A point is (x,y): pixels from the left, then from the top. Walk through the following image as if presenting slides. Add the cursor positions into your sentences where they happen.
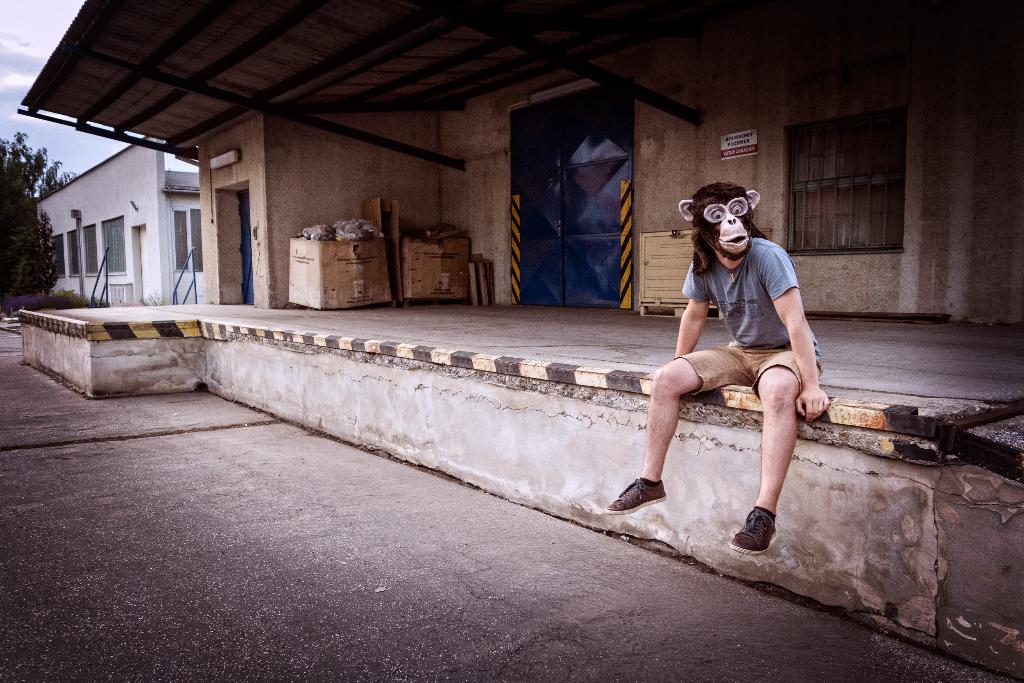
In this picture I can see a man (668,403) is sitting and he is wearing a mask (711,241) on his face (714,236) and I can see couple of houses (245,199) and I can see carton boxes (344,283) and trees (45,229) and I can see a cloudy sky (65,133).
